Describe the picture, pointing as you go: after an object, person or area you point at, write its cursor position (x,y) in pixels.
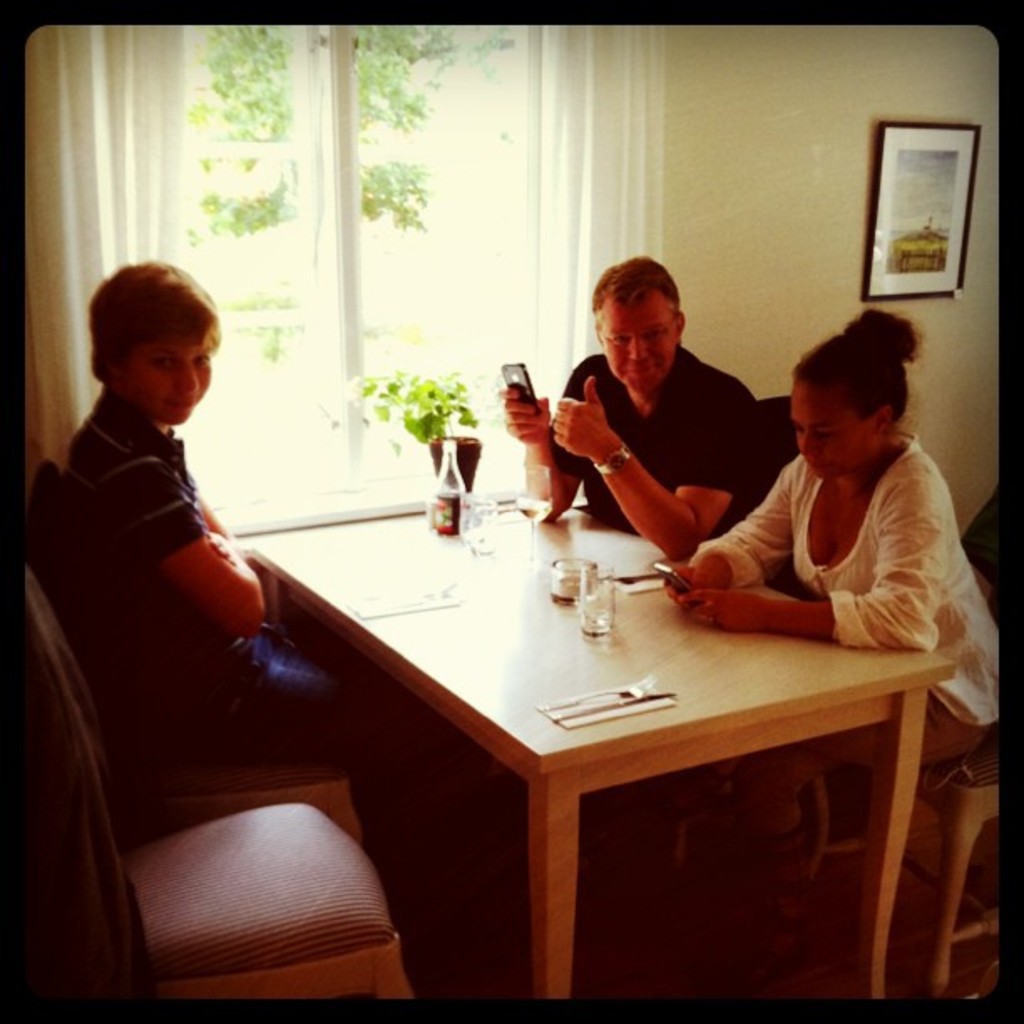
there is a wooden table (556,670) on which there are glasses (589,577), bottle (446,461) and a plant pot (460,445). to the left (223,545) and right of the table (475,558) 3 people (682,597) are sitting on the chairs (193,792). people (770,496) at the right (738,535) are holding mobile (662,570). behind them there is a window (461,180) and white curtains (68,260). at the right (754,202) there is a wall (848,87) on which there is a photo frame (907,202).
